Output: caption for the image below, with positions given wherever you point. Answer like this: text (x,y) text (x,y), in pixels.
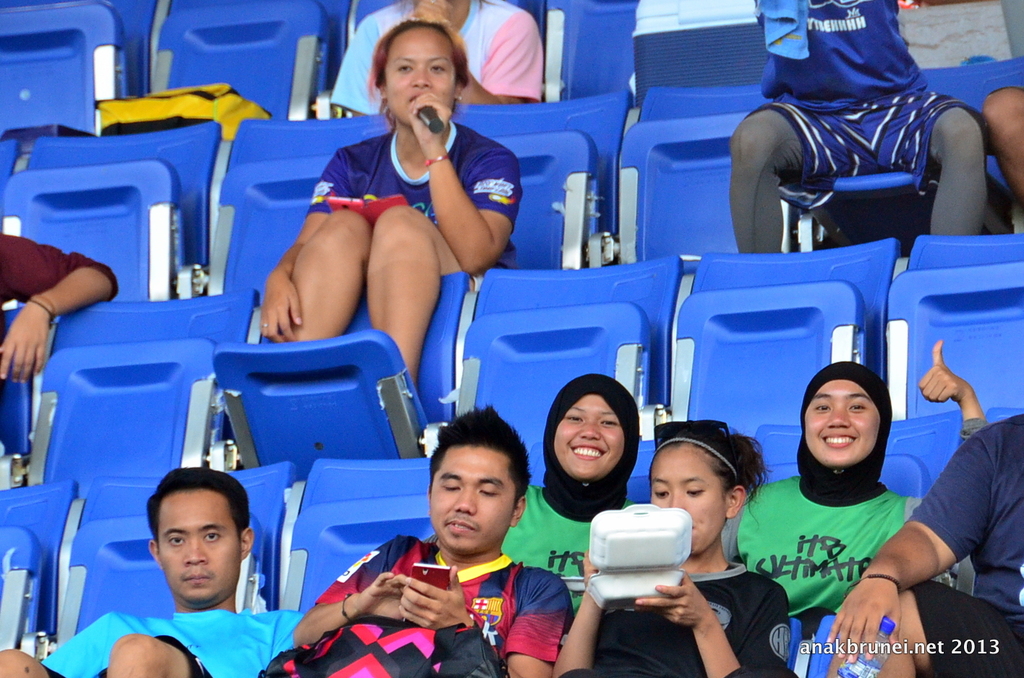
In this picture I can see a woman (341,289) seated on the chairs (120,290) and I can see a woman (394,122) holding a microphone (429,116) and speaking and another woman (684,590) holding a box (629,603) and eating something and a man (372,588) holding a mobile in his hand (440,612) and I can see a bag (168,103) on the chair (249,44) and I can see text (826,649) at the bottom right corner of the picture (842,650).
